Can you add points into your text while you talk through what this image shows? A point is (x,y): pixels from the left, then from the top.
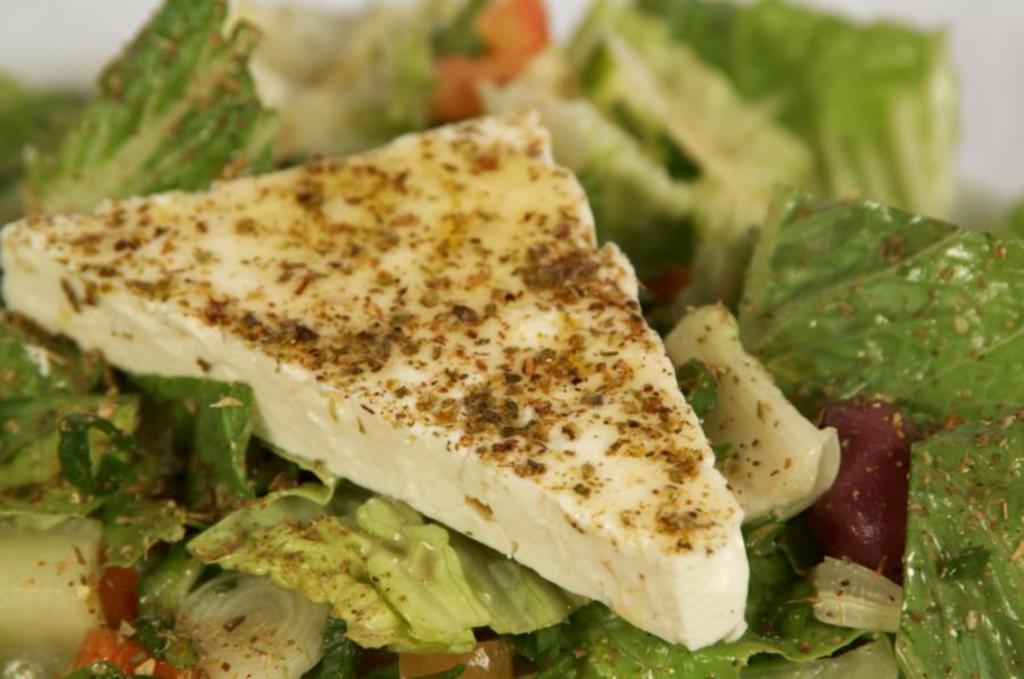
In this image, we can see some food (407,295).
